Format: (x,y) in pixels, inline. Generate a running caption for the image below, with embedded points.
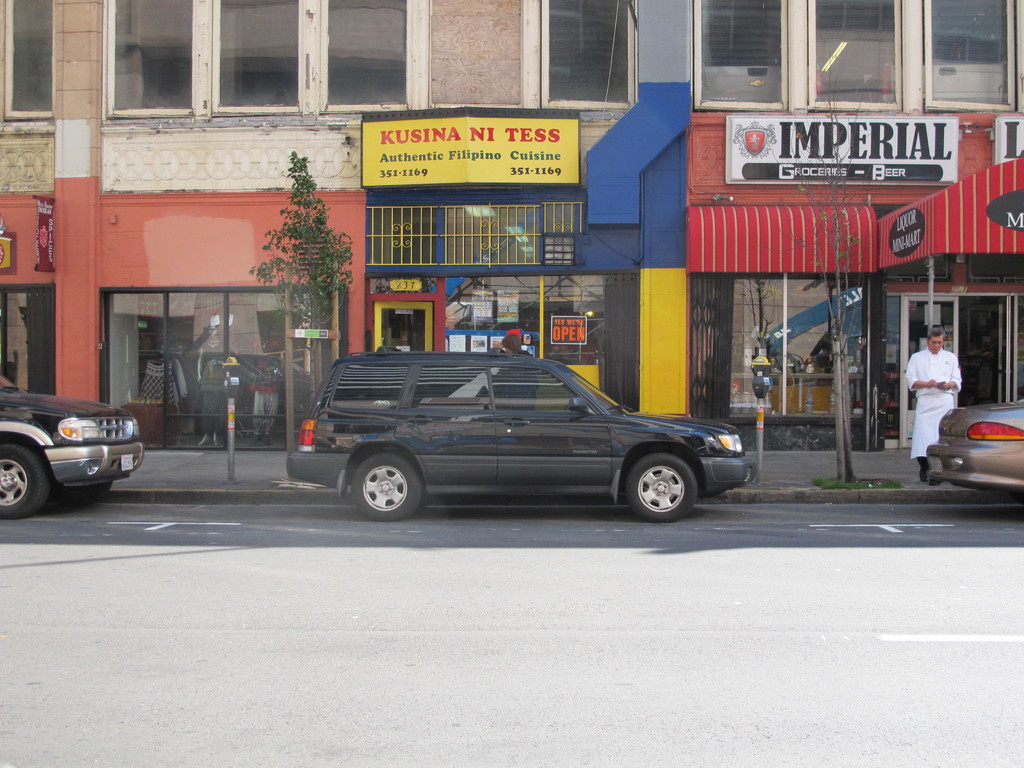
In this picture we can see a few vehicles (445,404) on the road (569,566). There is a person (923,372) on the path (908,492). We can see a building (495,90) and few things (851,357) in this building (897,321).
